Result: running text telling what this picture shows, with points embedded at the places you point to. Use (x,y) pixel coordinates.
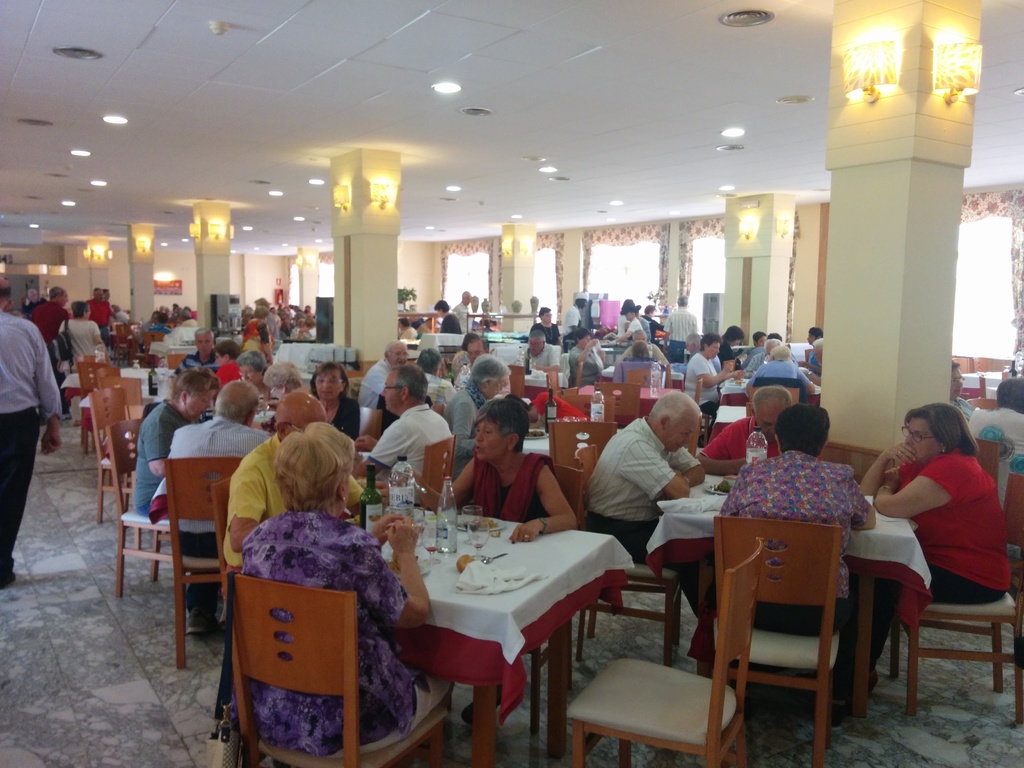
This is clicked at a restaurant (603,389). there are many people (799,607) in this image. On the right (883,494) there is a woman (950,513) she is sitting she wear red t shirt (964,521) and trouser (874,640). On the left (70,339) some people (57,351) are walking. On the top (362,233) there are some lights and pillar (359,268).
